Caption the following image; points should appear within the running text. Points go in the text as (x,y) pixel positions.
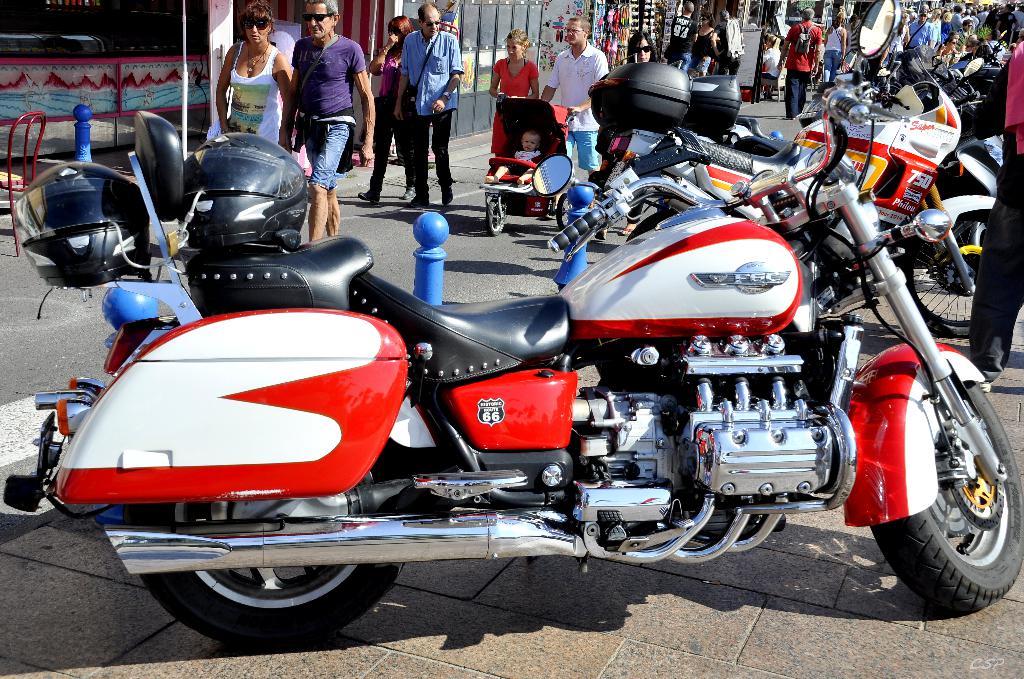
In this image we can see bikes (880,384). In the background (807,57), we can see people (790,64) are walking on the road (361,219) and shops (636,29) are there. There is a person (1017,298) on the right side of the image (992,253). We can see a chair (9,187) and cloth (26,103) on the left side of the image (5,187). We can see a baby (530,149) in a stroller (509,173) in the middle of the image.
